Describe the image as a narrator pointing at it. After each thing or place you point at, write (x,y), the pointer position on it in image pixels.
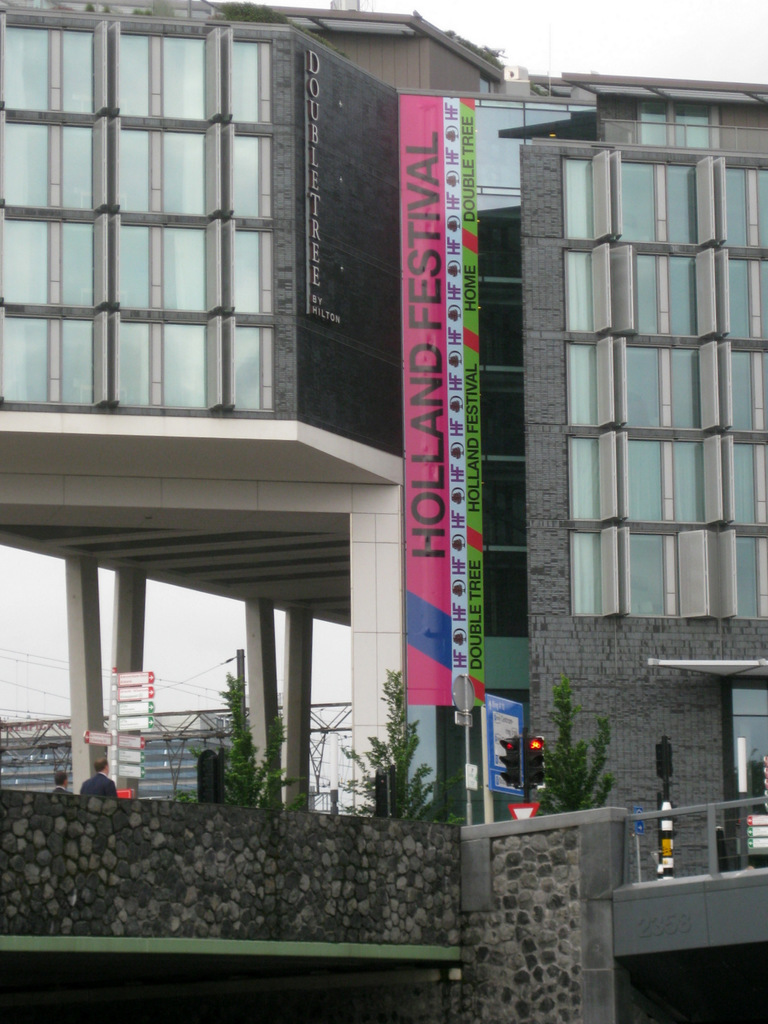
In this image we can see a building (224,499) with windows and pillars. We can also see a banner (464,566) with some text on it, a street sign (143,752), trees (232,787), the traffic signal (218,763), a signboard (114,750), the metal frame (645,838), some wires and the sky (31,600).
